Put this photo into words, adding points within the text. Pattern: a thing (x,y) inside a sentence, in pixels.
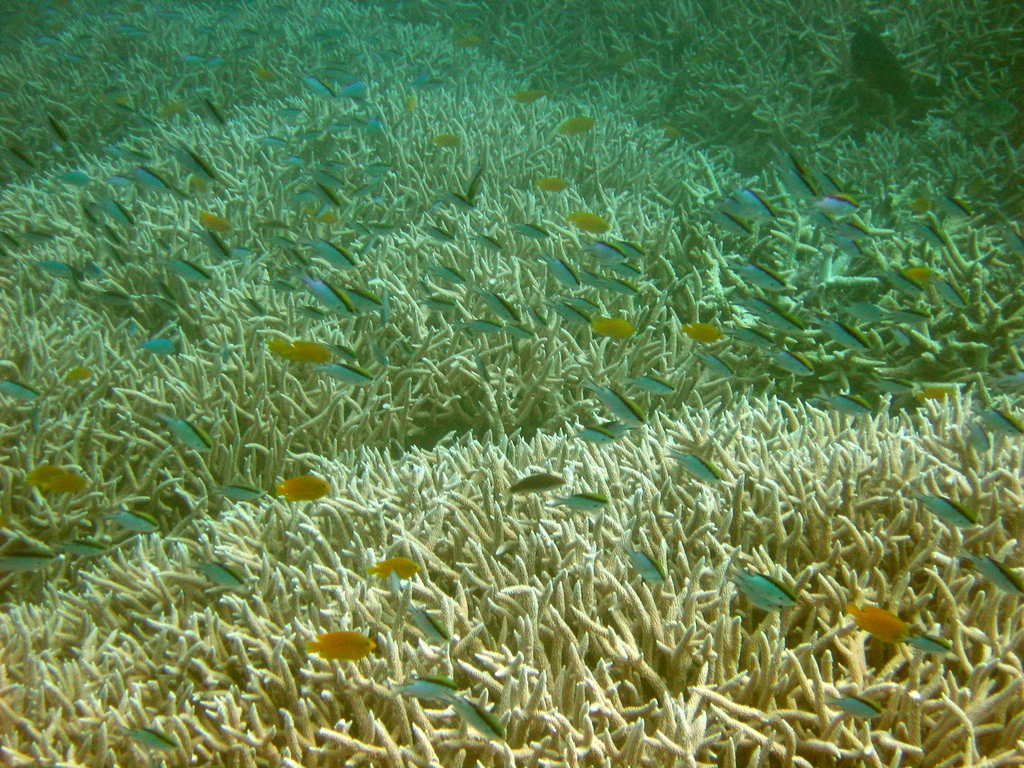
In this image we can see many fishes (522,335) and aquatic plants (583,586) underwater.
